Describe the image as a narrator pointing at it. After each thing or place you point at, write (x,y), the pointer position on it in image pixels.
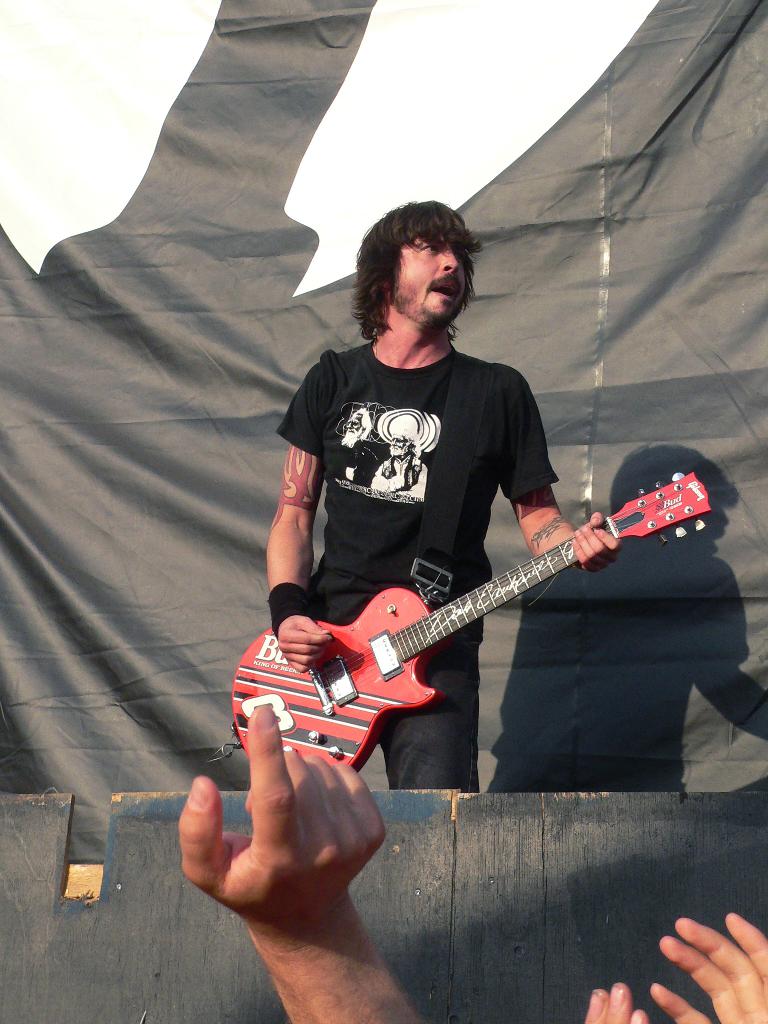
In this image I can see a person (383,561) holding a guitar (502,596).
